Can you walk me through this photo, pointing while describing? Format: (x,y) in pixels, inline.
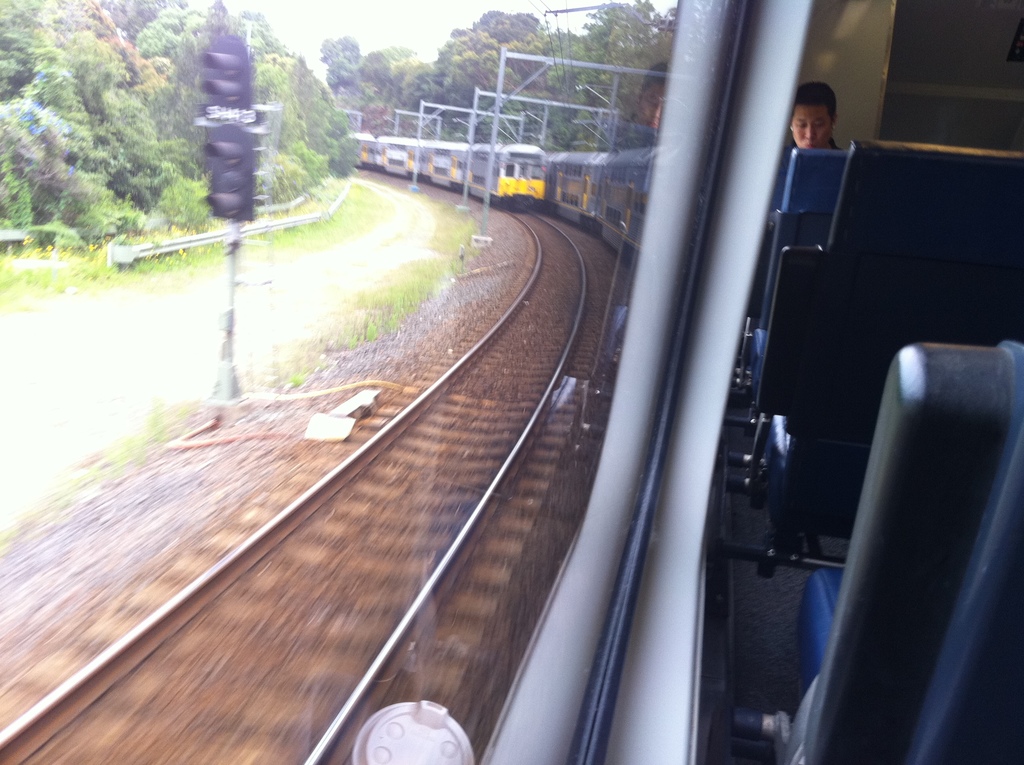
The image is captured from inside a train (638,441), there are two trains (589,194) moving on the tracks (516,454). On the left side (242,177) there is a signal pole (219,190) and beside that pole (227,176) there are a lot of trees (343,100) on the either side of the railway track (480,550). Inside the train (810,548) there are many seats (847,328) left empty and there is a person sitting in the last seat (806,235).
